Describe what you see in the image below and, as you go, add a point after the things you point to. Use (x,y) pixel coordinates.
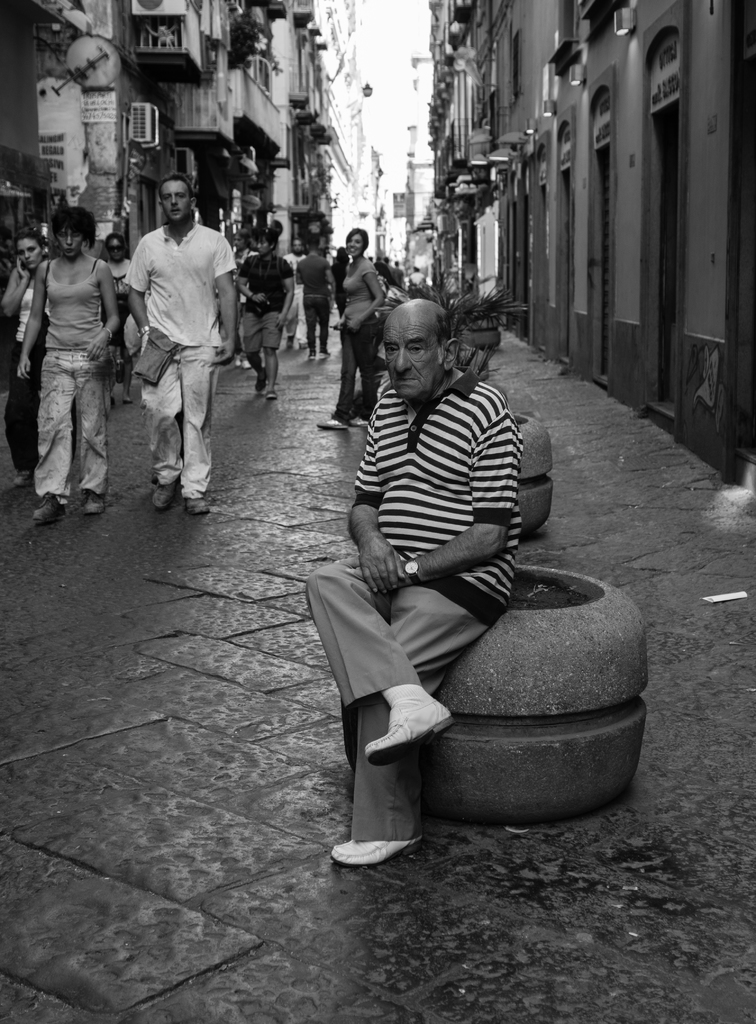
In this picture we can observe some people (228,299) walking in this path (169,613). There is an old man (406,531) sitting on the stone (521,639). On either sides of this path (184,740) we can observe buildings (374,176). This is a black and white image.
